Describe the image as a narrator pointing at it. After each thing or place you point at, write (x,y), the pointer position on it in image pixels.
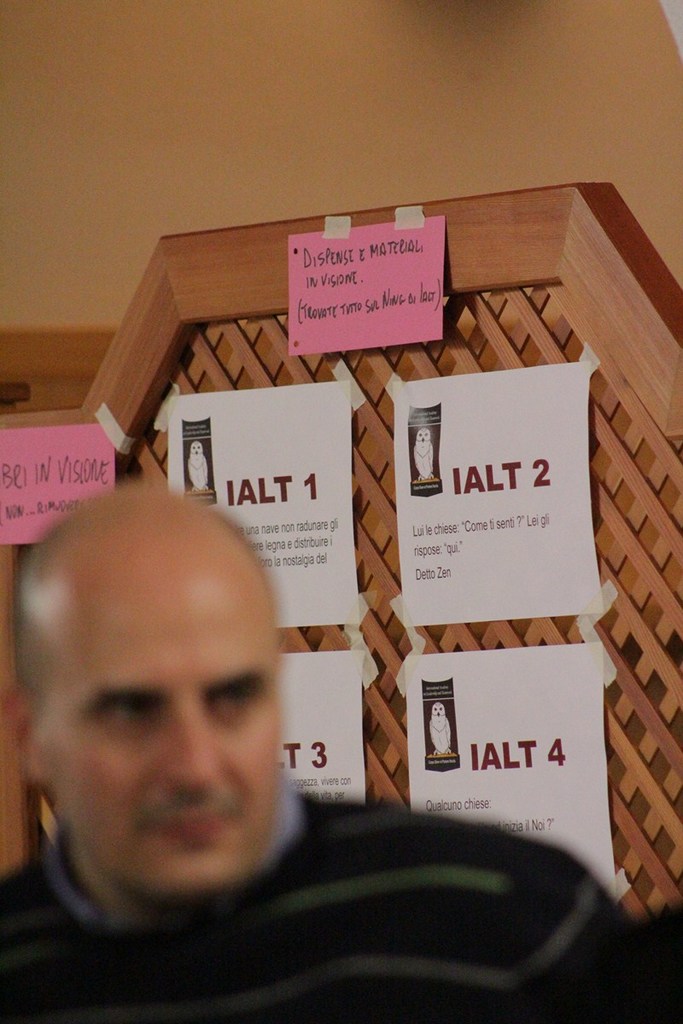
In this image, we can see a man (597,928) wearing a black color shirt (609,954). In the background (638,237), we can see a wood wall (639,254), on that wood wall (625,549), we can see some papers (482,563) are attached to it.
